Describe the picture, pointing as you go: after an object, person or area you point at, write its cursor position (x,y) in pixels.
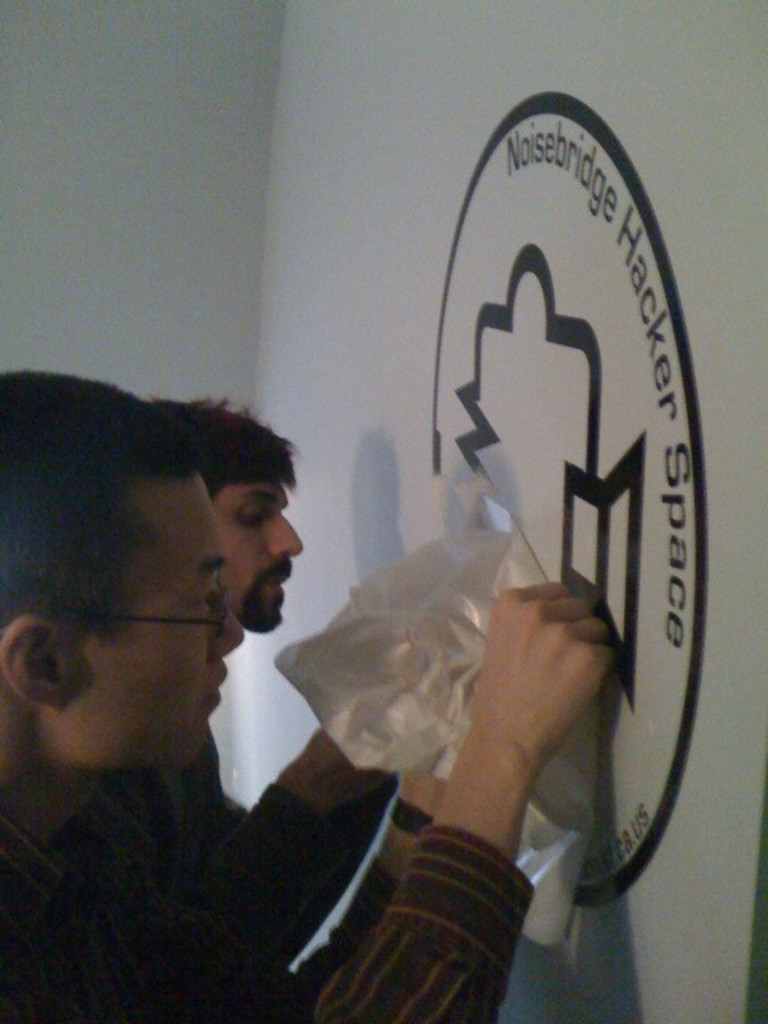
I can see two people (163,837) standing. I think they were putting a sticker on the wall (554,438). This looks like a logo (586,459) on the wall (371,211), which is white in color.
